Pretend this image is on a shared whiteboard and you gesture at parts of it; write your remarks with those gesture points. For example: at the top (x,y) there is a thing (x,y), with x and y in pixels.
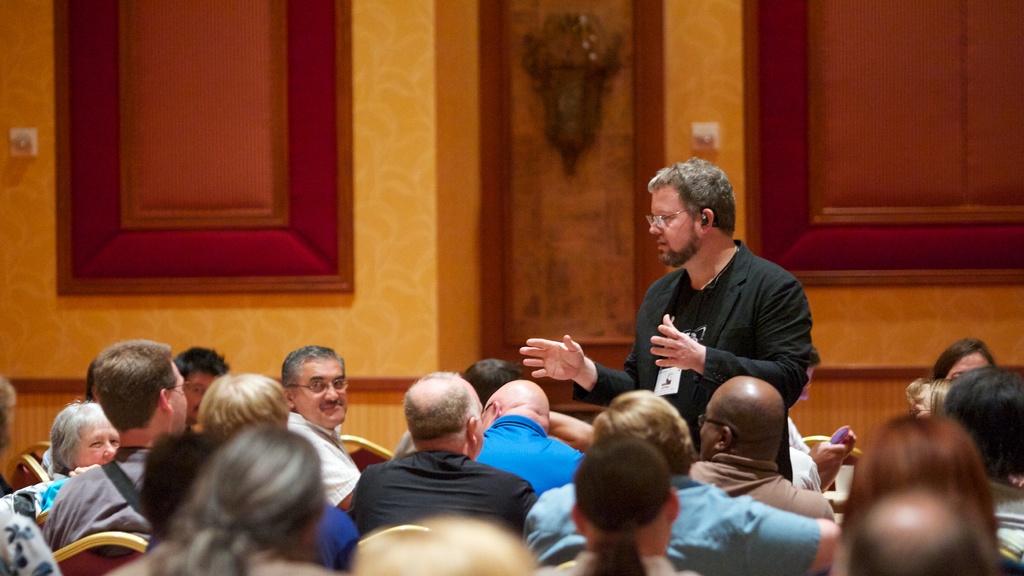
In this image there is a man (734,371) wearing black color coat (757,369) explaining something to the audience (507,379) sitting on the chairs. Behind there is a wooden crafted wall (494,158) with red color cushion (828,143).
